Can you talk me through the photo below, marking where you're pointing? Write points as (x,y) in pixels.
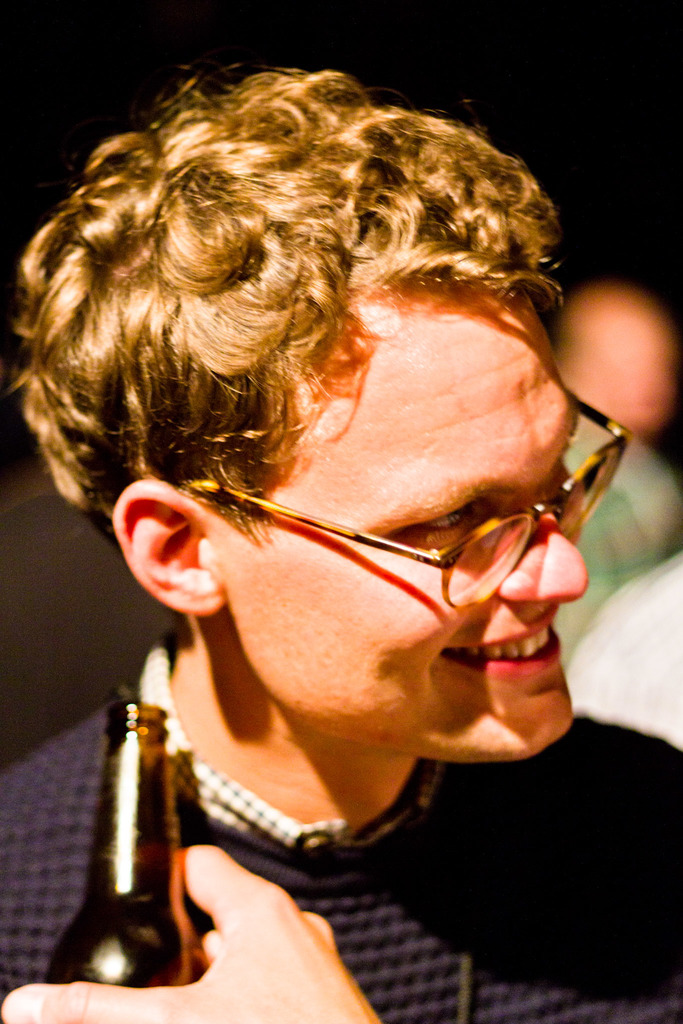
This image consists of a man (316,638) wearing specs (344,531) and a blue color shirt (392,864). In front of him, there is a hand (221,1007) holding a bottle (166,878). The background (668,187) is blurred.
